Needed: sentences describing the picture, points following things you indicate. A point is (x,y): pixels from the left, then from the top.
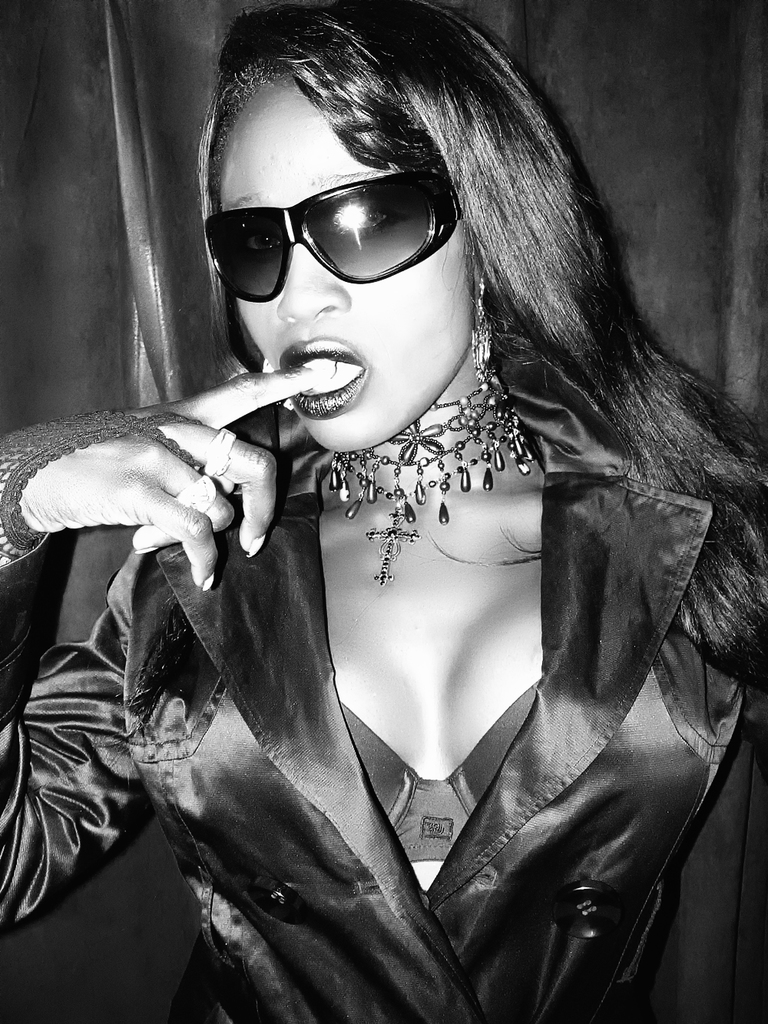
This is a zoomed in picture. In the foreground (469,121) there is a woman (325,681) wearing jacket (595,554), sun glasses (423,246), necklace (341,460) and seems to be standing. In the background (714,296) there is an object (117,242) seems to be the curtain (650,224).
